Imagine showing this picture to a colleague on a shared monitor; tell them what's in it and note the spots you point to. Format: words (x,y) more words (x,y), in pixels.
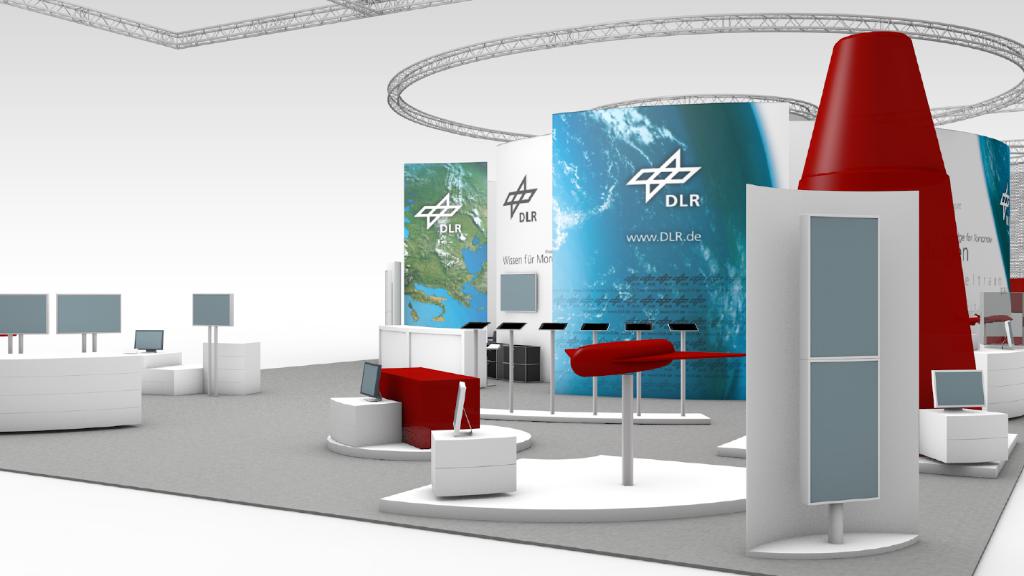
There are tables (174,376). On the tables (394,431) there are systems (368,377). Also there are some boards (217,322) with stands (97,344). In the back (436,246) there are posters (553,235). Also there are some red color objects (429,373).
